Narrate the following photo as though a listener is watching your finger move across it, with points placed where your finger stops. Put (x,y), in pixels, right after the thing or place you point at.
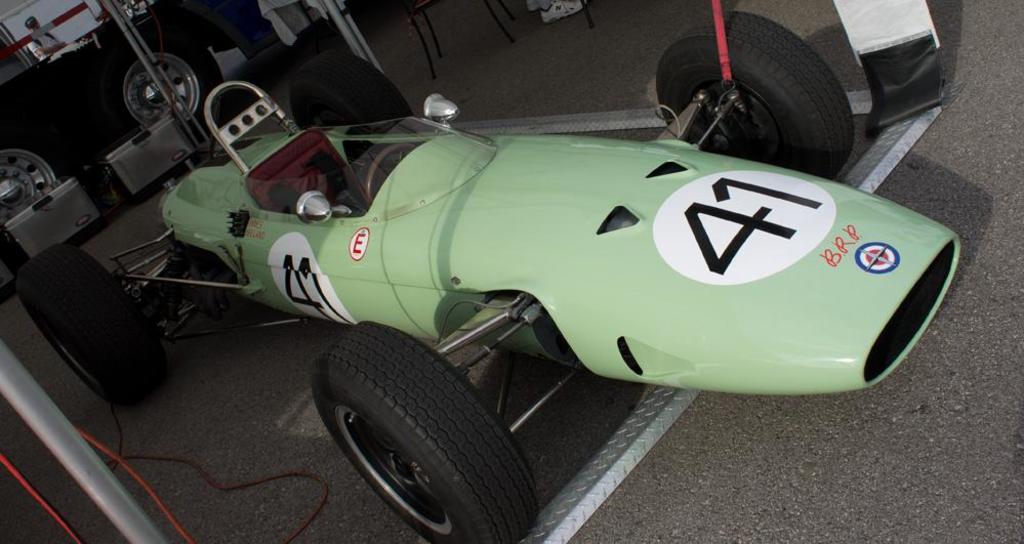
In this image there is a race car (411,306) on the floor (174,496). In the background (58,178) there are tires (100,103). Beside the tires (150,100) there are boxes (73,220). On the left side (32,32) top there is a person (45,41). On the left side (50,438) bottom there is a pole (83,471) to which there is a wire (118,459).
